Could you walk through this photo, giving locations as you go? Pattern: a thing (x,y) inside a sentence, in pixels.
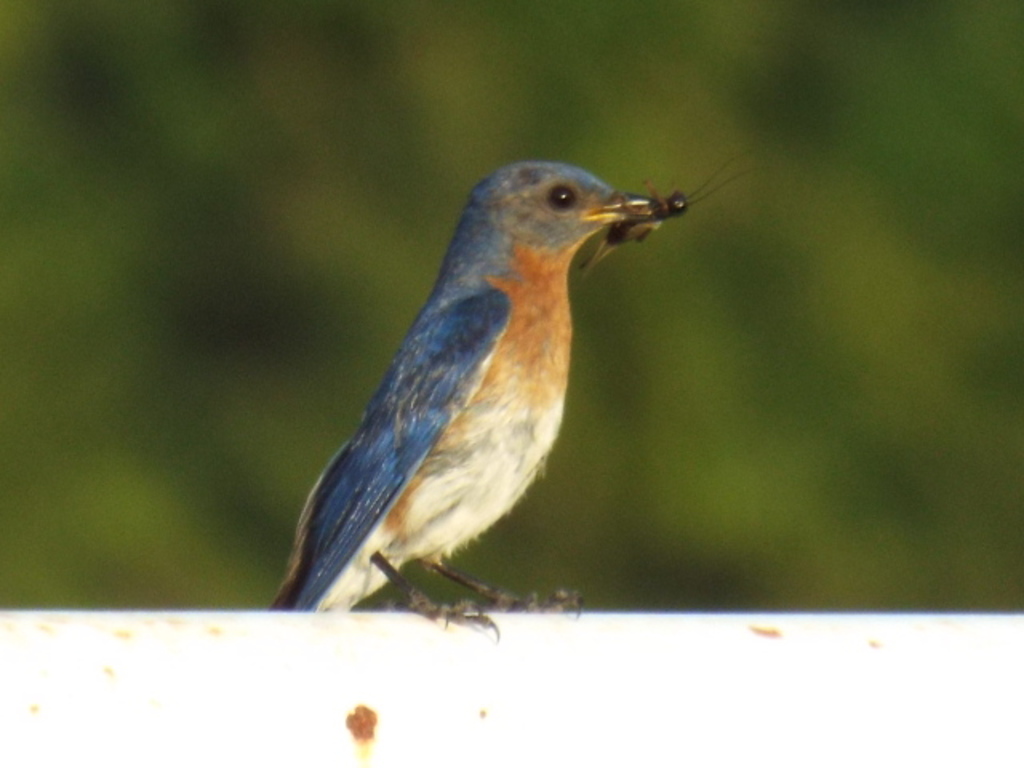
In this image I can see there is a bird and it is holding an insect (630,223) in its mouth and the background of the image (386,322) is blurred.
